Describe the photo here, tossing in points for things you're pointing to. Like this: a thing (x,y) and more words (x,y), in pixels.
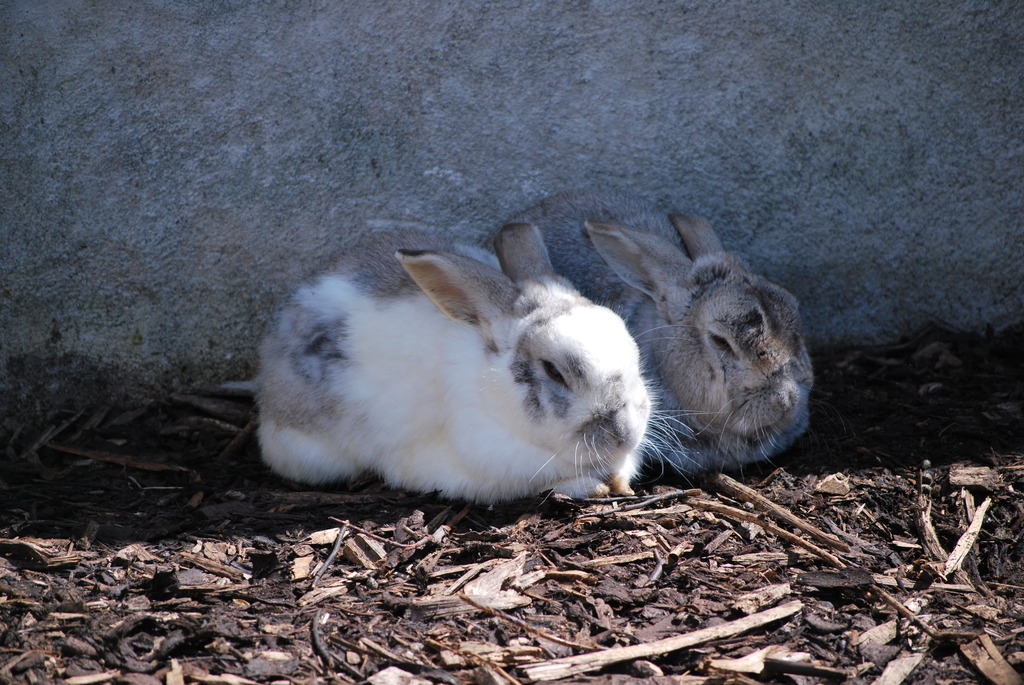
In this image we can see rabbits (641,422) sitting on the wooden sticks (374,488). In the background (212,127) we can see wall (488,129).
